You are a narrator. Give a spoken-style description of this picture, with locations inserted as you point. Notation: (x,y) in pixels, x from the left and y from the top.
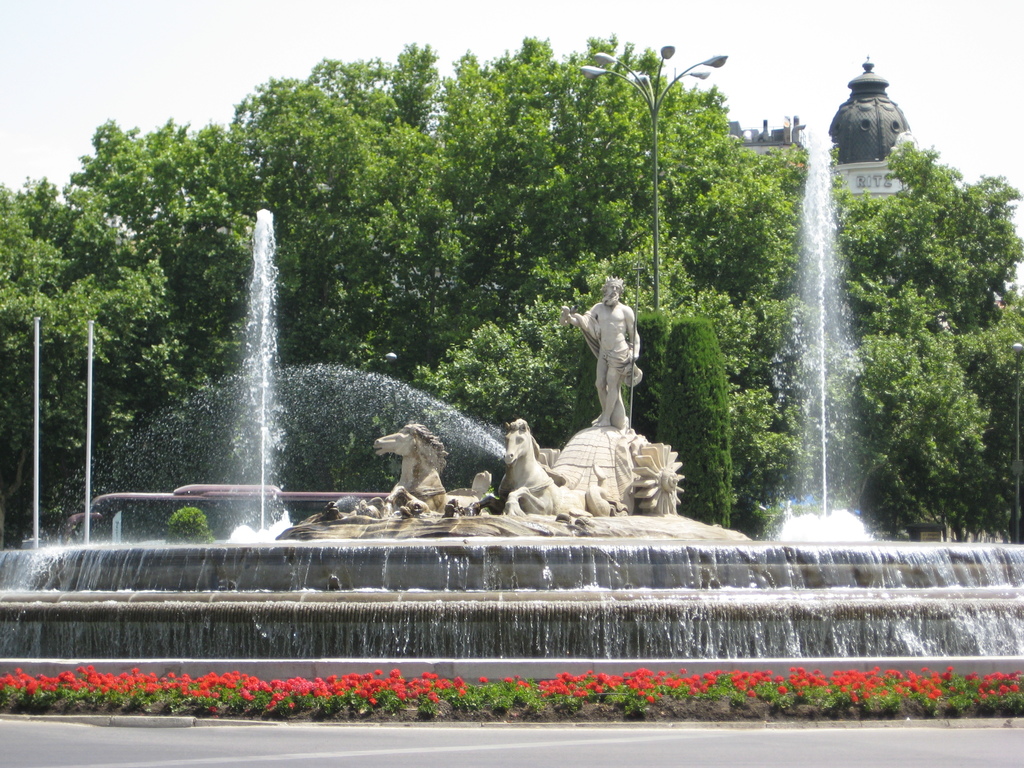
These are trees (630,254) and sculptures (544,456), this is water (493,429) and a sky (275,68).
